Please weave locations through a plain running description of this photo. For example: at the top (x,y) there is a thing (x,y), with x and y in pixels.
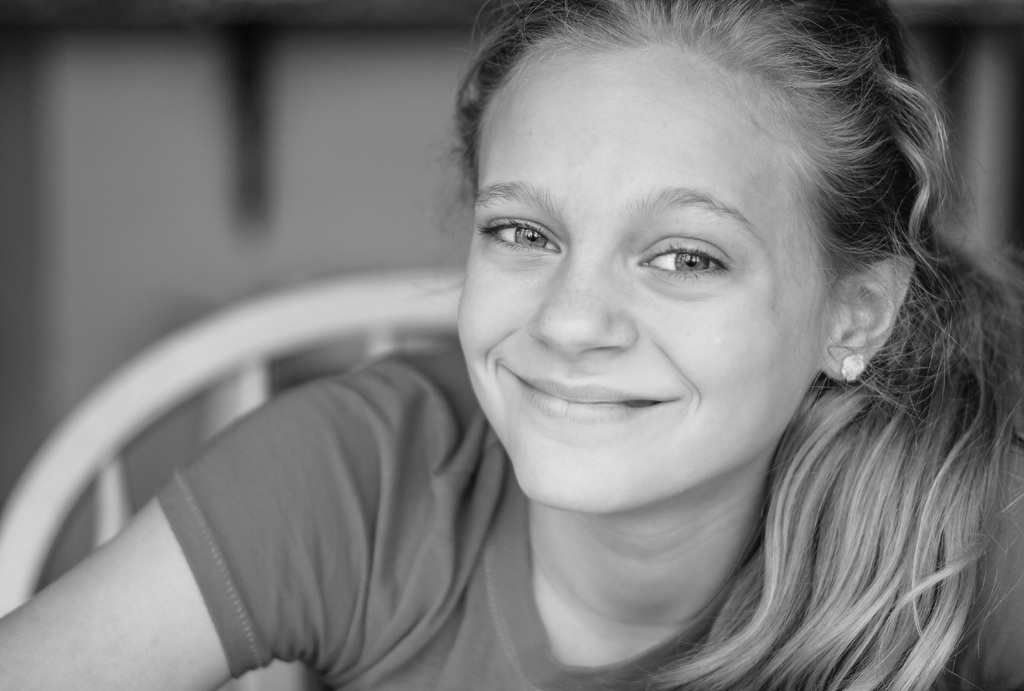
In this image, in the foreground (558,321) I can see a person (515,343) sitting on the chair (379,302) and in the background (371,199) I can see the blur.
